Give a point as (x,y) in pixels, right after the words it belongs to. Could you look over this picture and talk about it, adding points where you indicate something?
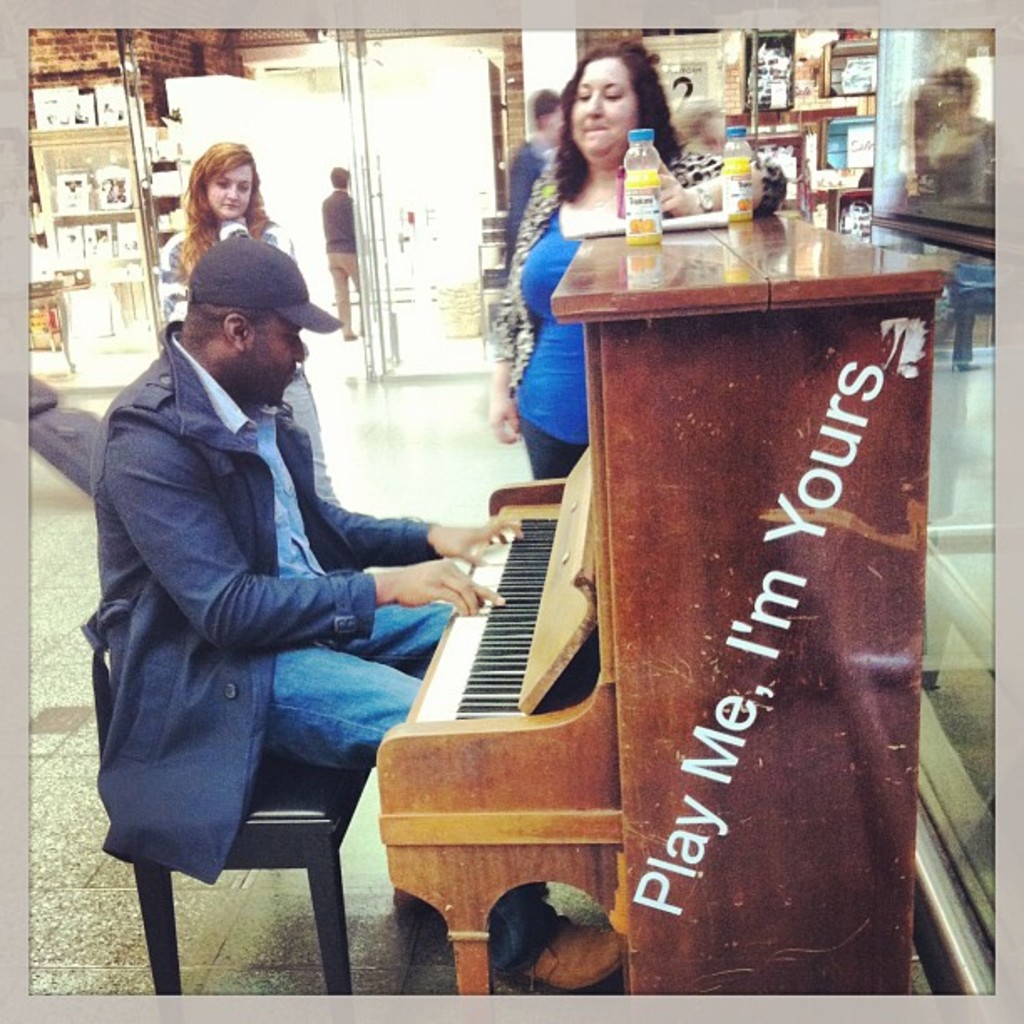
There is a person (394,680) sitting on a wooden chair (352,782) and he is playing a piano (561,549). There is a woman (530,386) standing in the center (570,430) and she is having a look at this person (241,707).
